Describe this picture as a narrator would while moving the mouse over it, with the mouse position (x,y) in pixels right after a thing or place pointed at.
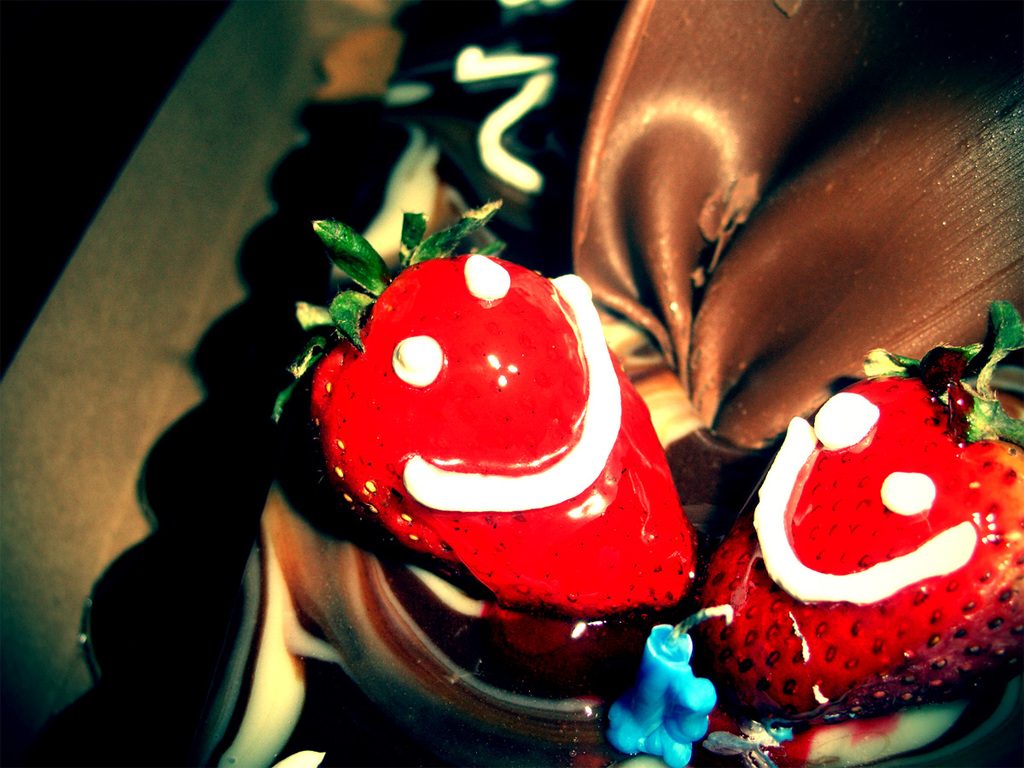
In this image we can see a piece of cake (542,647) and candle (634,696) and strawberries (801,487) on the top of it.
